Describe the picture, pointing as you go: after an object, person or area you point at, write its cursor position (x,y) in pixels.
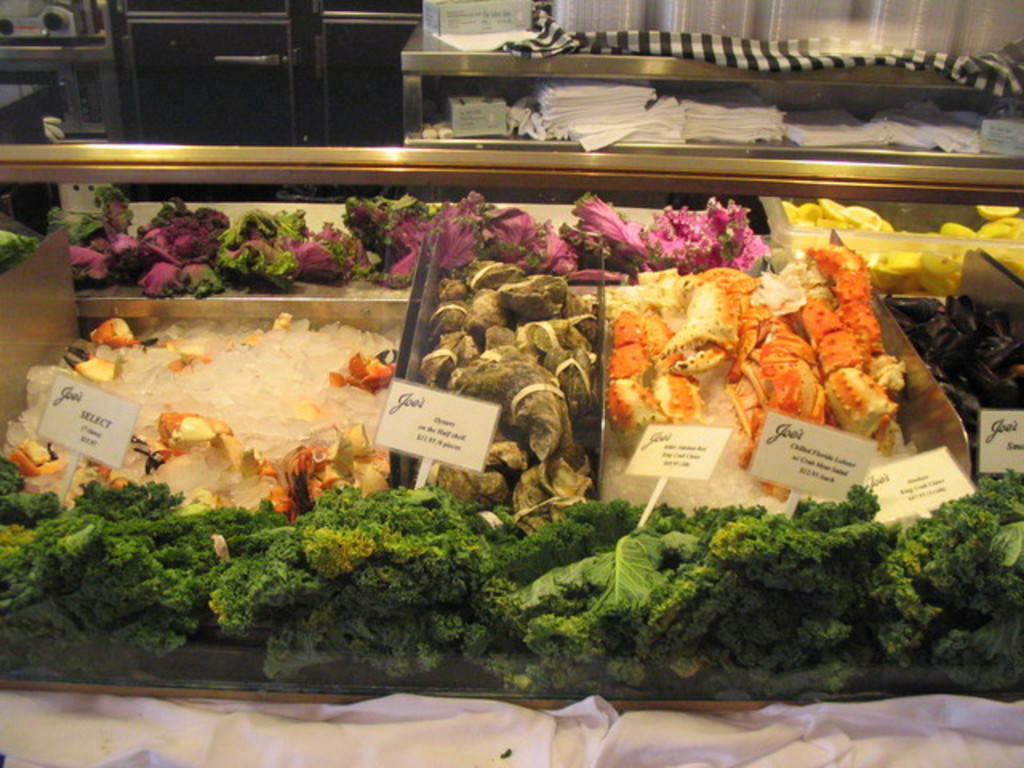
In this image I can see different types of food (597,265), few white colour boards (895,474), number of ice cubes (304,401) and on these boards (65,412) I can see something is written. On the top side of the image (694,50) I can see a cloth (615,42), few plastic things (977,1), number of tissue papers (632,131) and few other stuffs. On the top left side of the image (123,99) I can see few black colour things (1,127).
